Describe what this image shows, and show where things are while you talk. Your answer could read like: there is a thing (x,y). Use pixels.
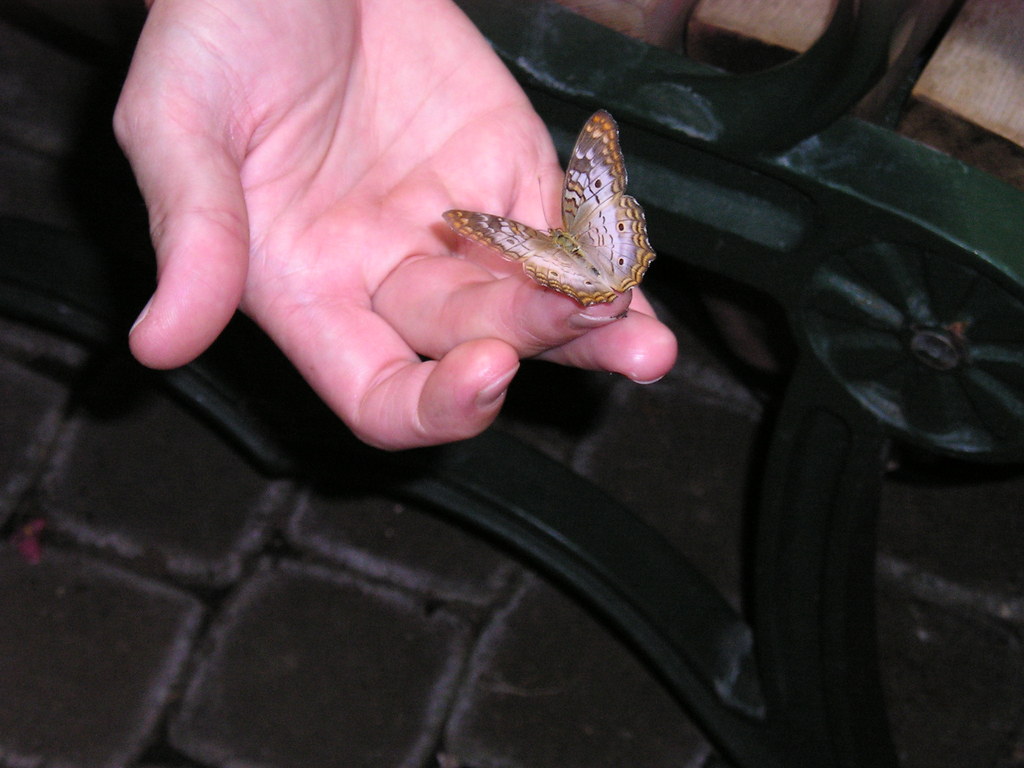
In this picture we can see a butterfly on a person hand (407,246) and under the hand (403,284), there is floor (384,601) and an object (801,463).
